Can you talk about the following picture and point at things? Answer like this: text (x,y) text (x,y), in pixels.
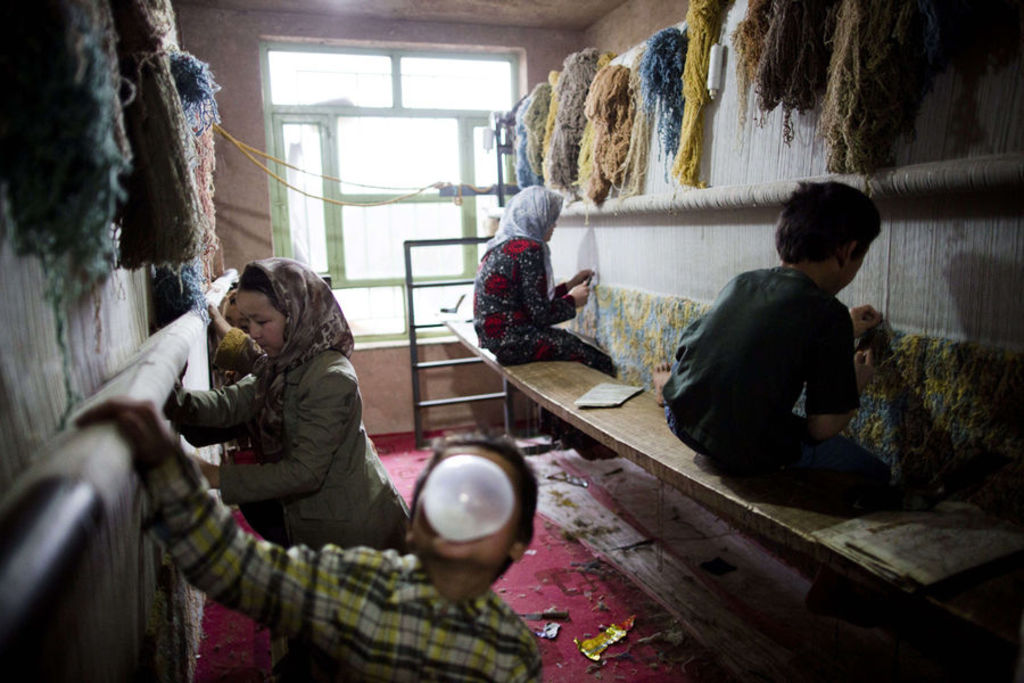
This picture describes about group of people (356,560), few are seated on the bench (681,481), and we can see few news papers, in front of them we can find threads (573,147).
